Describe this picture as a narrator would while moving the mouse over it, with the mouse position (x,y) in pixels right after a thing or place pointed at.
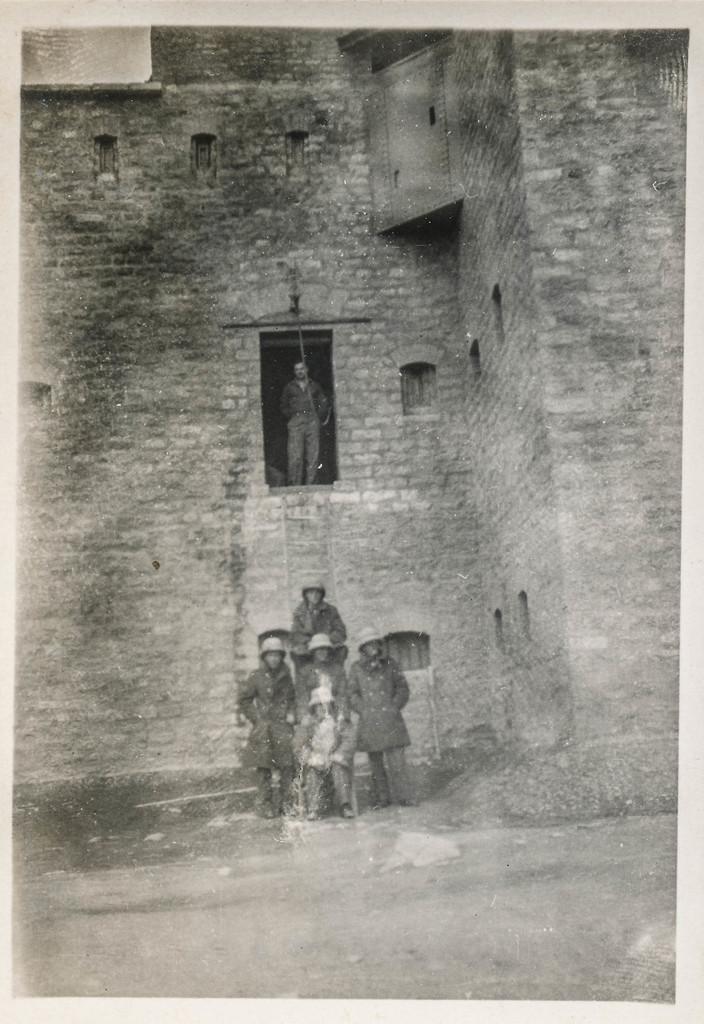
This is a black and white image. In the center of the image (315,598) there are people (331,610) standing. In the background of the image (411,603) there is a building (401,469). There is a window (311,357) in which there is a person (292,435).
